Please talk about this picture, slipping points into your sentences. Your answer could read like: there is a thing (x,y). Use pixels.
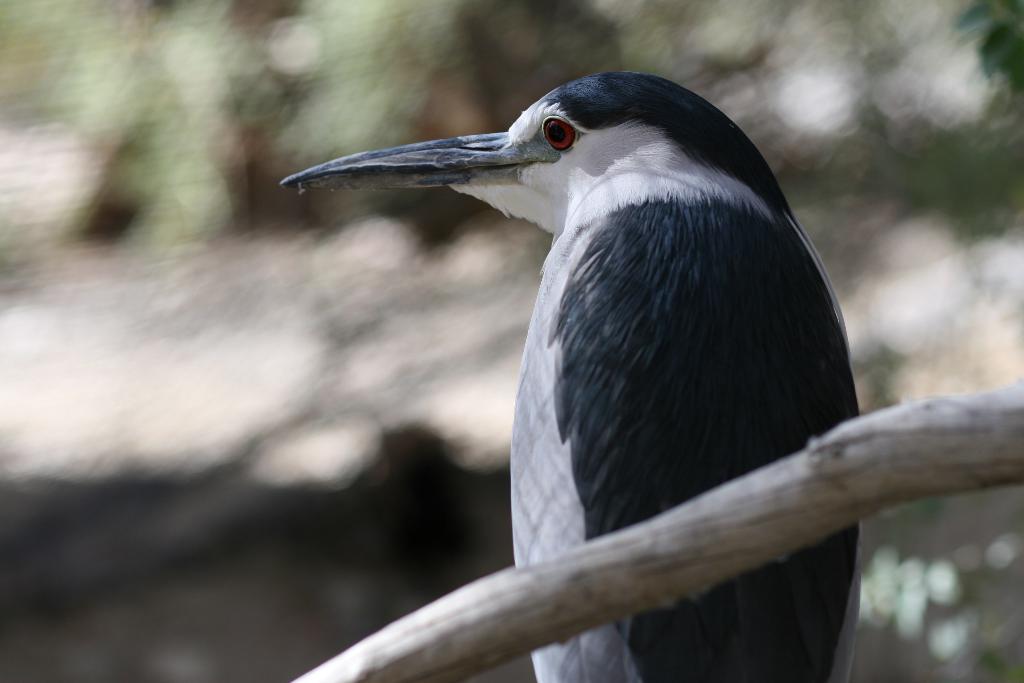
In the picture I can see a bird (580,247). The background (316,284) image is blurred.
